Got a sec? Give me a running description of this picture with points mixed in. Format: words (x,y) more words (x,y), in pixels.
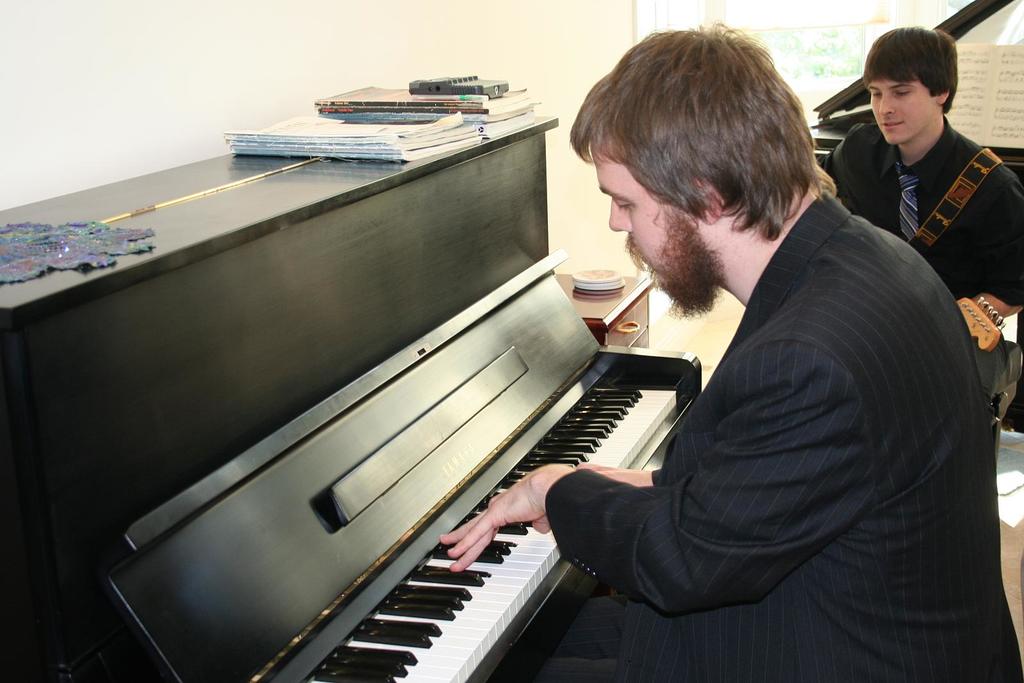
In this image I can see two people (879,294) are sitting. I can see the musical instrument (370,343) and few books (438,137) on it and another person (1012,279) is holding something. I can see the wall (564,132) and the cabinet (628,310).
